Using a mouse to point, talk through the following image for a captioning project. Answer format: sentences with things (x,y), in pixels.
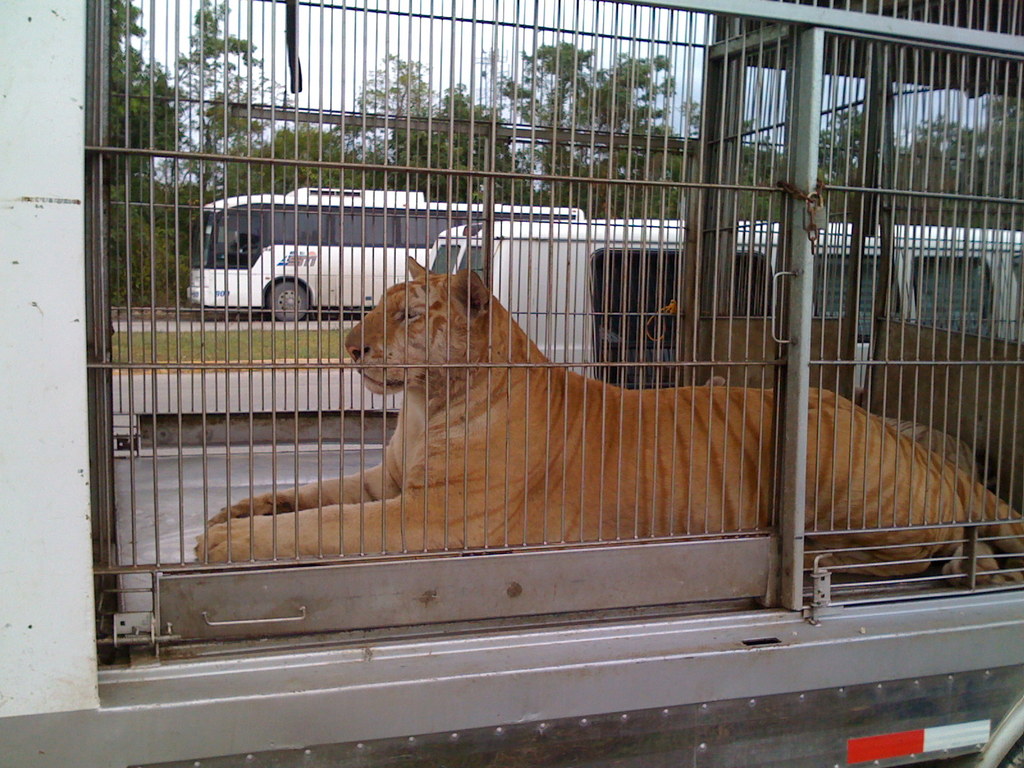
In this image there is a tiger (522,484) sitting inside a cage (791,470). Behind it there are vehicles (359,257) on the road (263,385). In the center of the road (282,392) there's grass (259,346) on the ground (314,347). In the background (390,131) there are trees (170,135). At the top (482,40) there is the sky (404,46). There are chains (811,206) and a lock (824,209) to the cage (723,498).
